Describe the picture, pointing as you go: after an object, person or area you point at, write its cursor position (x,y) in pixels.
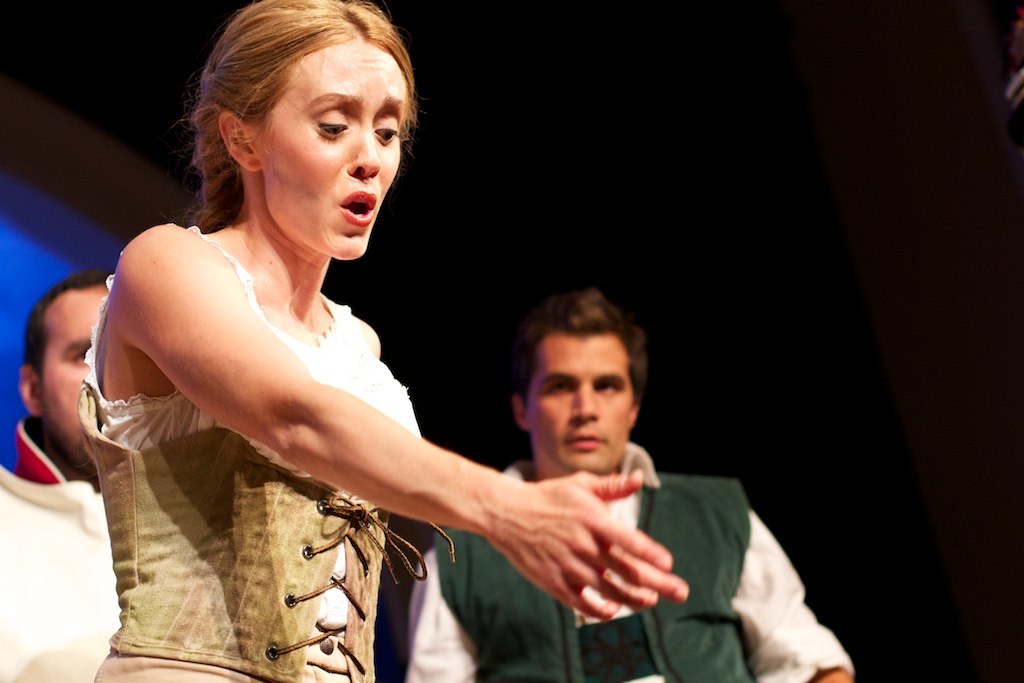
In this image there are two men (91,476) and a woman (340,515) standing. The woman (240,429) is stretching her hand (516,507) out. Behind them the background (460,194) is dark.
